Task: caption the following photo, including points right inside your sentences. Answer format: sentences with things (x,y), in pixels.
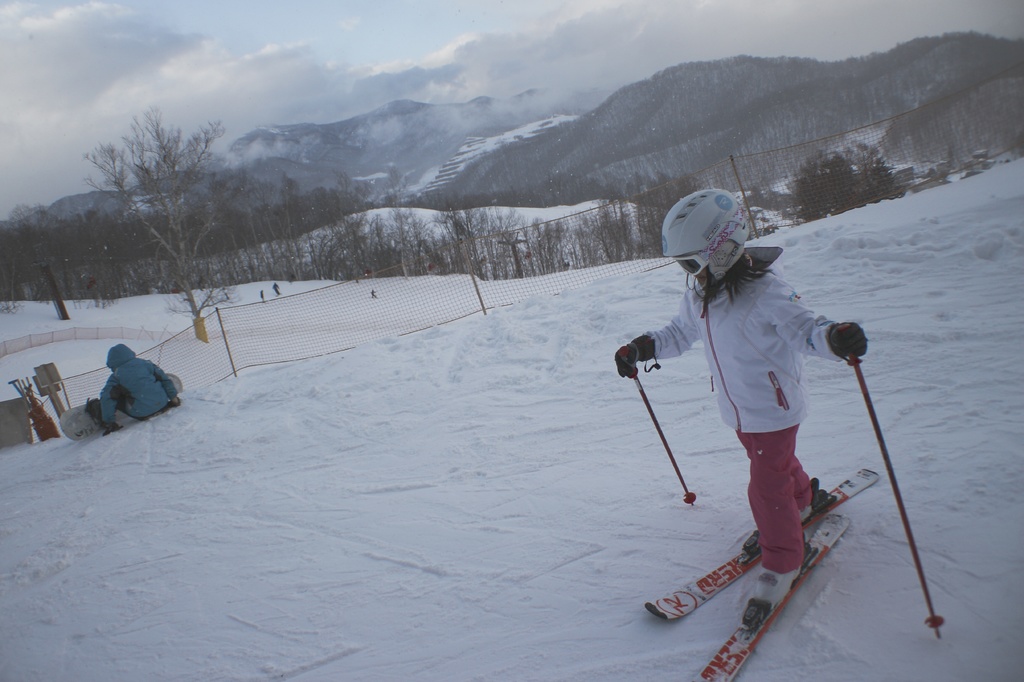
In this picture we can see couple of people (756,330) a girl (745,401) is skiing in the ice (648,537) and we can find net (386,297) and couple of trees (326,248).
